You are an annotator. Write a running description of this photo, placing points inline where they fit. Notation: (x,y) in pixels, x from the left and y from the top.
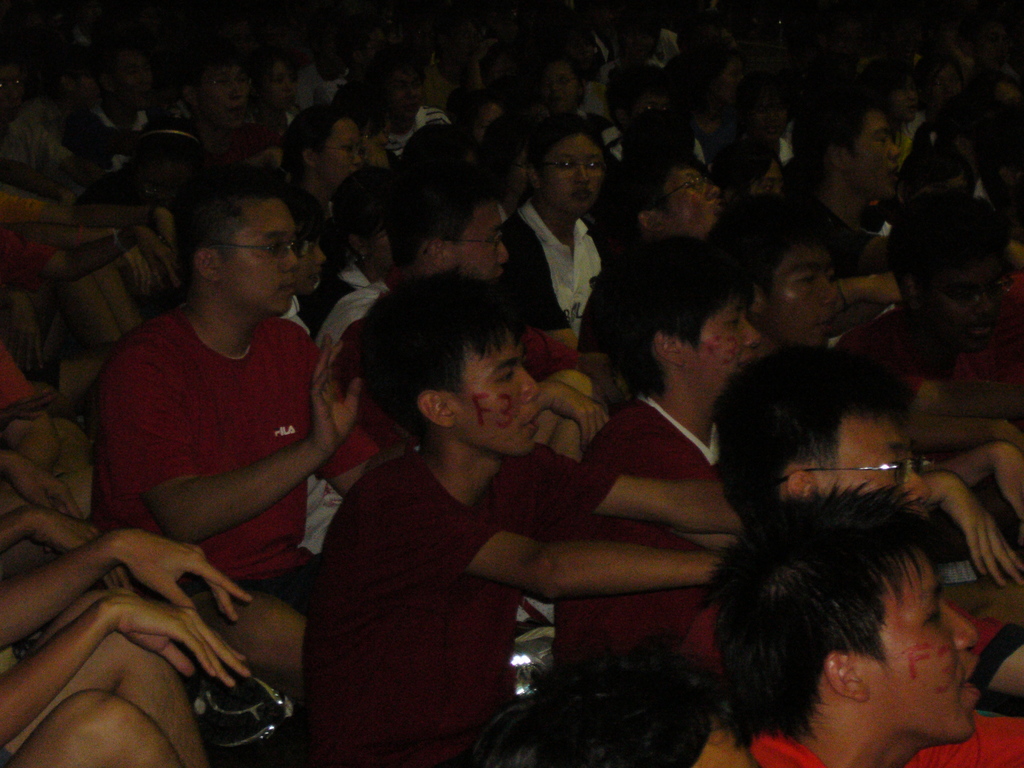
In this image I can see number of people (553,132) are sitting. I can see most of them are wearing specs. I can also see this image is little bit in dark from background (271,93) and here I can see something is written.
